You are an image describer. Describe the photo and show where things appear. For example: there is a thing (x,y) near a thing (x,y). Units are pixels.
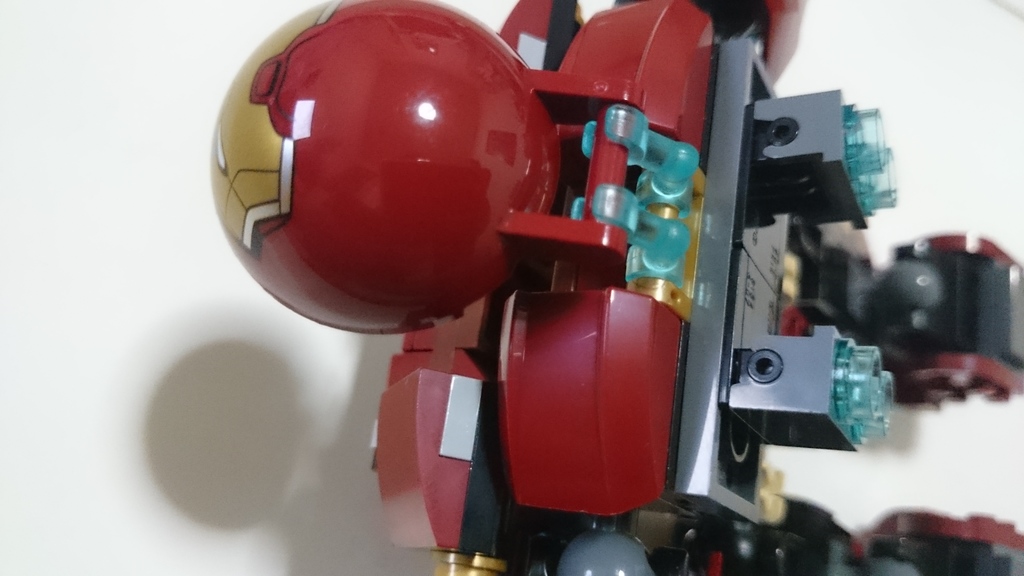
In this picture I can see there is a toy (636,325) which is of red color and it is placed on a white surface (120,419).
